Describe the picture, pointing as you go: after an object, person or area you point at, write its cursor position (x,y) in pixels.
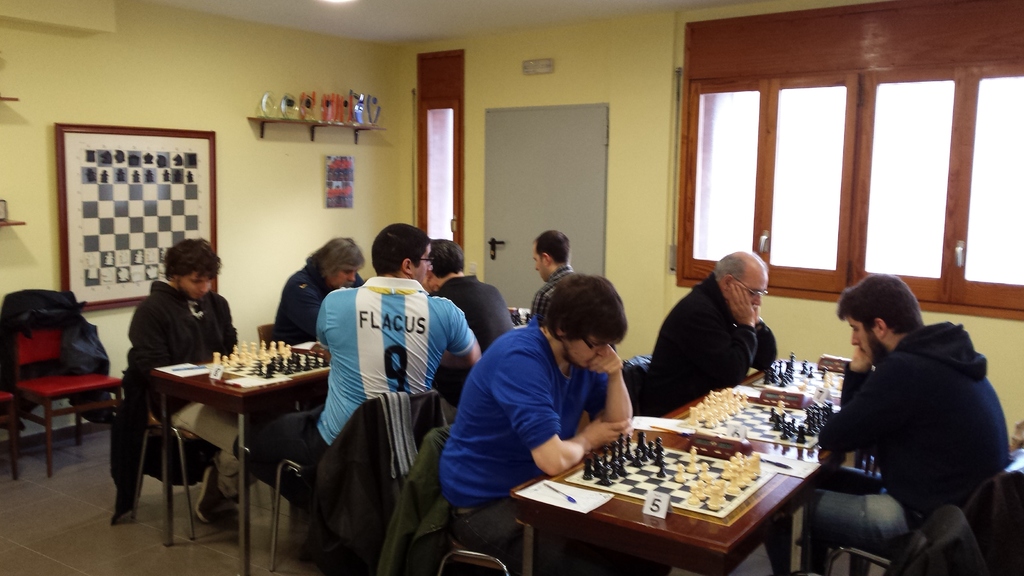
This picture is of inside. On the right (903,422) there is a person (924,414) sitting on the chair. We can see the table (741,424), on the top of which chess boards (751,424) are placed beside that there are two persons (677,336) sitting on the chairs (442,544) behind them there are three persons (460,315) sitting on the chairs (348,420) and we can see a table (221,379) on the top of which the chess board (252,365) is placed and on the left (196,278) there are two persons (200,302) sitting on the chairs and we can see another chair (67,387). On the left corner (204,95) we can see a wall (285,186) on which a board (69,174) is hanging. In the background (584,117) there is a door (595,151) and a window (855,126).
